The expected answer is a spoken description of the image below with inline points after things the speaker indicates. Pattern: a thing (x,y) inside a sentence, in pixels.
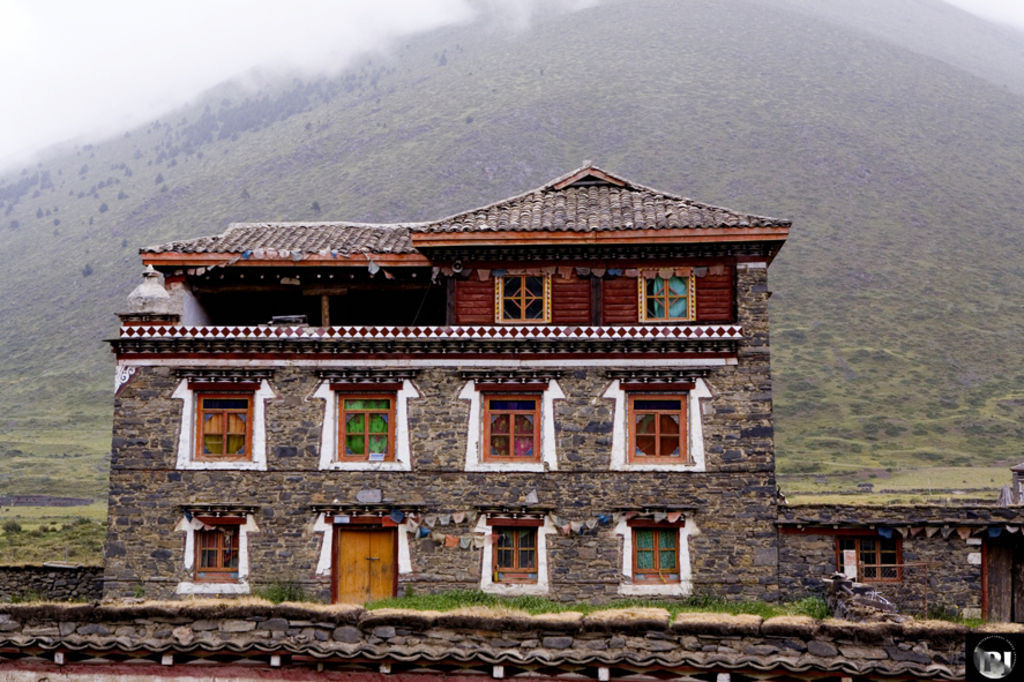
In this image there is a building (347,433) with windows (362,454) and doors (382,550). In the back (775,201) there is a hill (138,155). Also there is fog (142,53).
